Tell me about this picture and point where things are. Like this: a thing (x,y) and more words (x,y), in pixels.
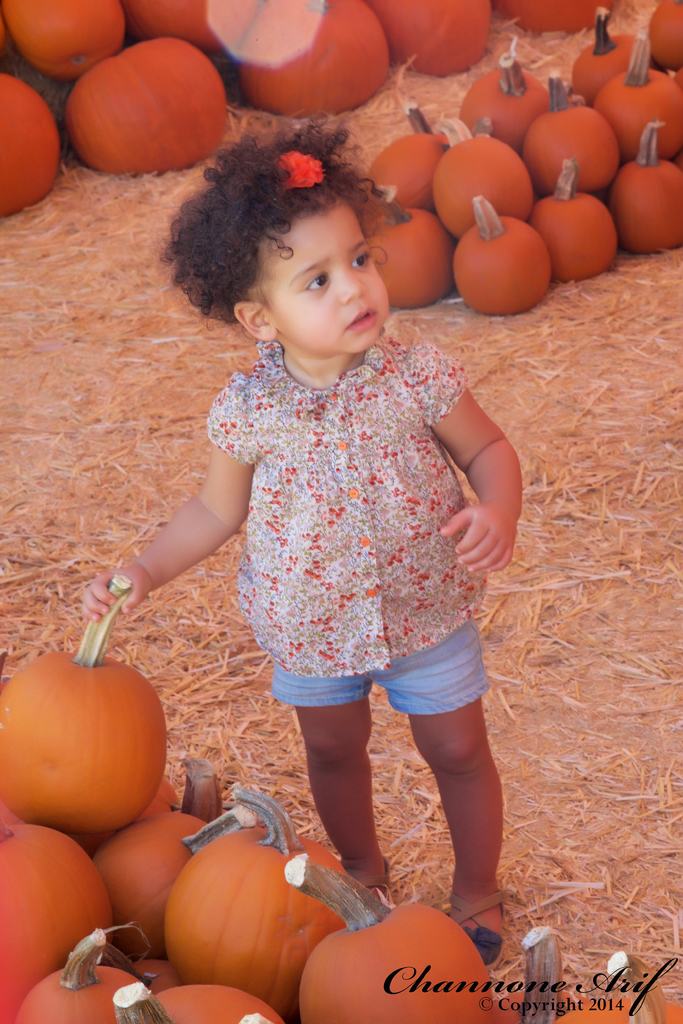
In this image I can see a baby (321,548) is standing, holding a pumpkin (118,588) and looking at the right side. At the top (118,44) and bottom of the image (178,938), I can see the pumpkins (104,876). In the middle of the image (240,633), I can see the dry grass (590,539) on the ground (643,410). In the bottom right-hand corner (530,986) there is some text (532,1013).
